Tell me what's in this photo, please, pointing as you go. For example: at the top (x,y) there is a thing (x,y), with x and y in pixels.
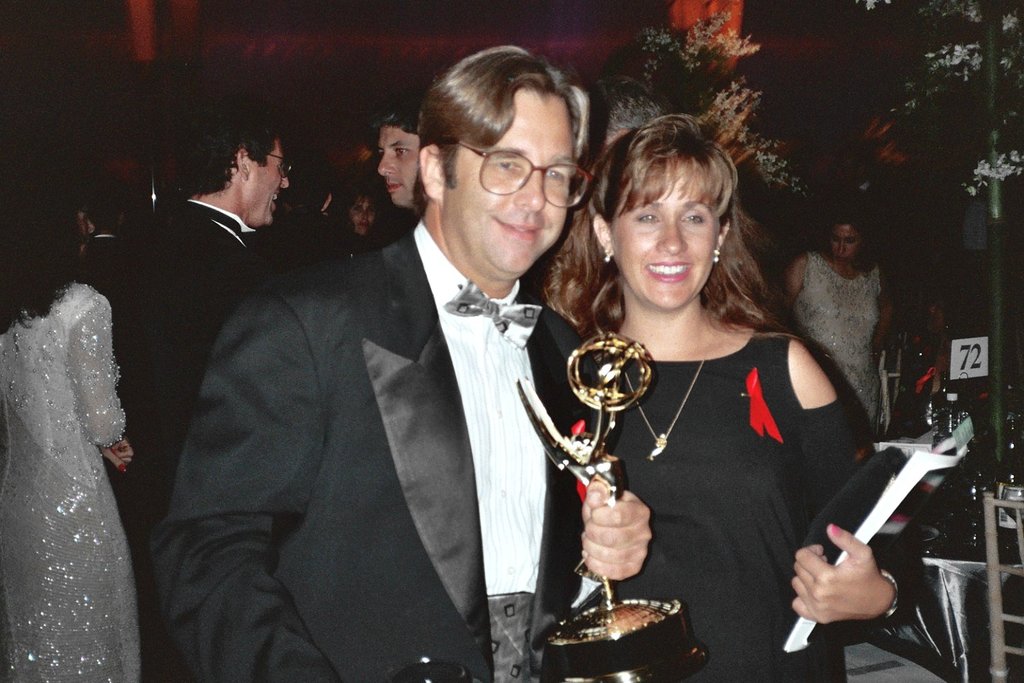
In this image, in the middle (648,440), we can see two people (620,432) man (357,393) and woman (796,441) are standing and holding some object (802,625) in their hands (817,554). In the background (62,302), we can see a group of people (789,294). In the right corner (1021,552), we can see a chair (1020,541) and table (966,548). On the table (977,562), we can see some bottles (961,404). On the right side (954,481), we can also see another table (925,445). In the background (933,129), we can see some plants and black color.
